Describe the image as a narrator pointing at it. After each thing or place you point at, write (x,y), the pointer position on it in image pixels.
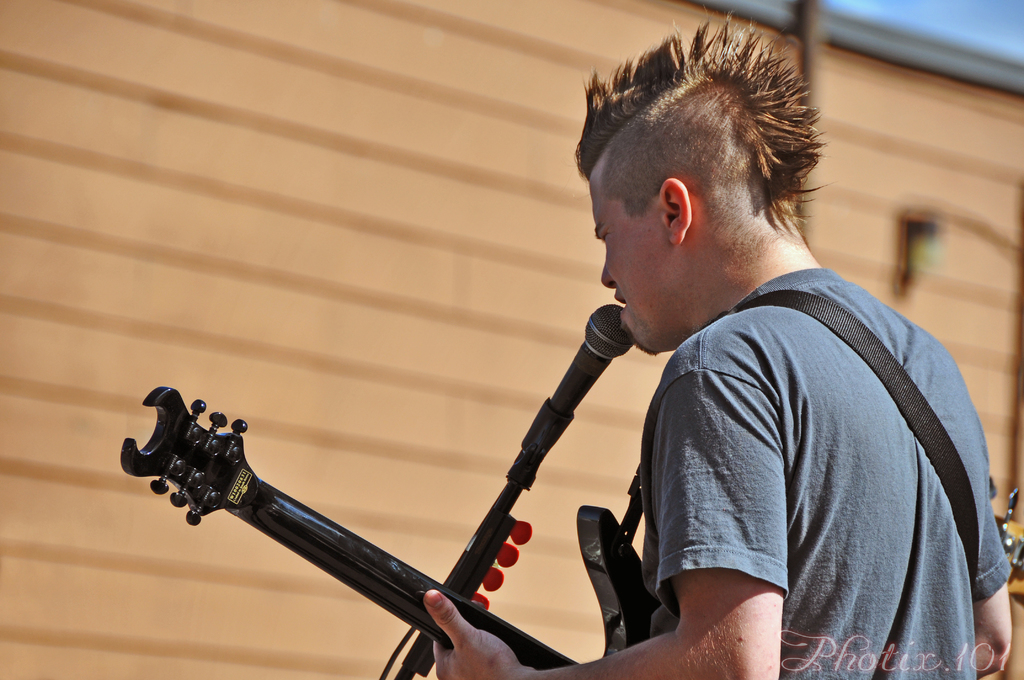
In this image I see a man (991,628) who is holding a guitar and there is a mic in front of him, I can also see this man (666,341) is wearing a blue color t-shirt (898,414).
